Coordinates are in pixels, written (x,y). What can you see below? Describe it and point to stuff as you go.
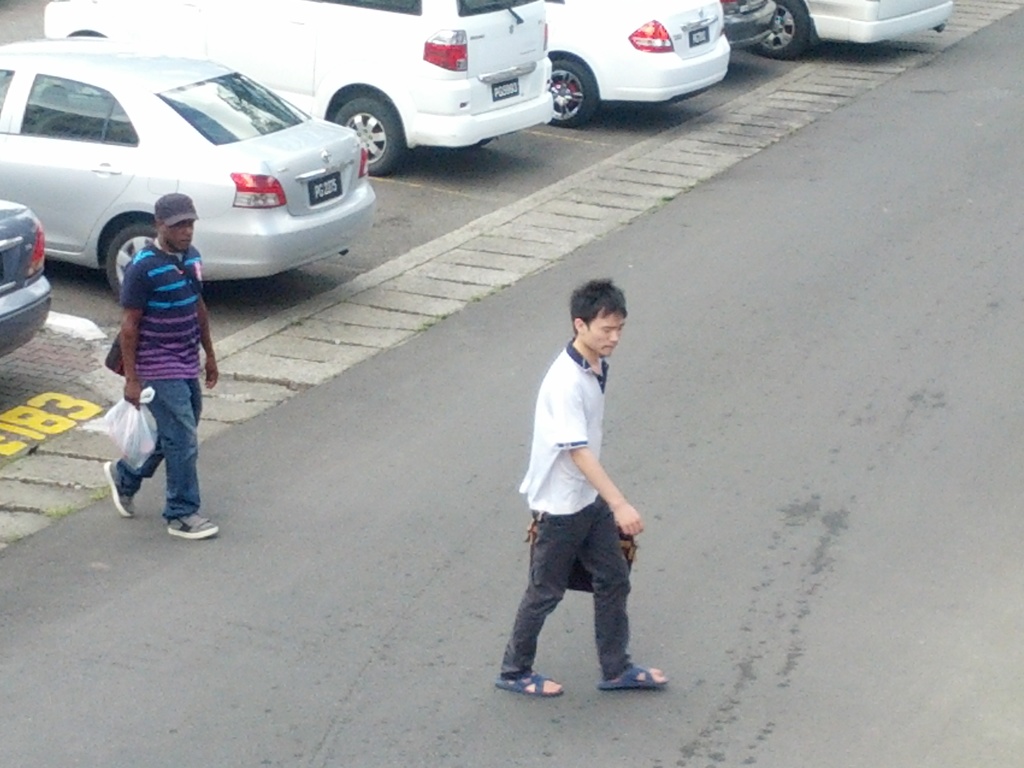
In this image I can see two persons (157,319) are walking on the ground (288,389) and few vehicles (65,186) which are grey and white in color on the ground (818,44).
